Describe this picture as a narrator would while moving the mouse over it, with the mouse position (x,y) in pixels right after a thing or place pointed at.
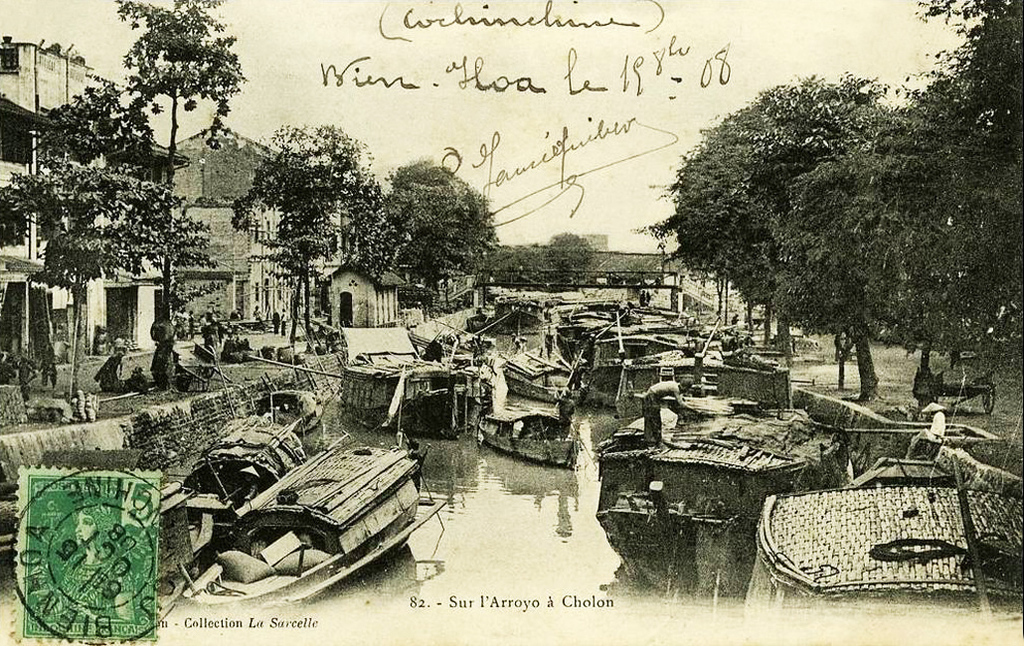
In the center of the image (539,341) we can see a canal (417,439) and there are boats (778,466). In the background (246,292) there are trees (351,206), buildings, bridge (640,282) and sky (632,112).
